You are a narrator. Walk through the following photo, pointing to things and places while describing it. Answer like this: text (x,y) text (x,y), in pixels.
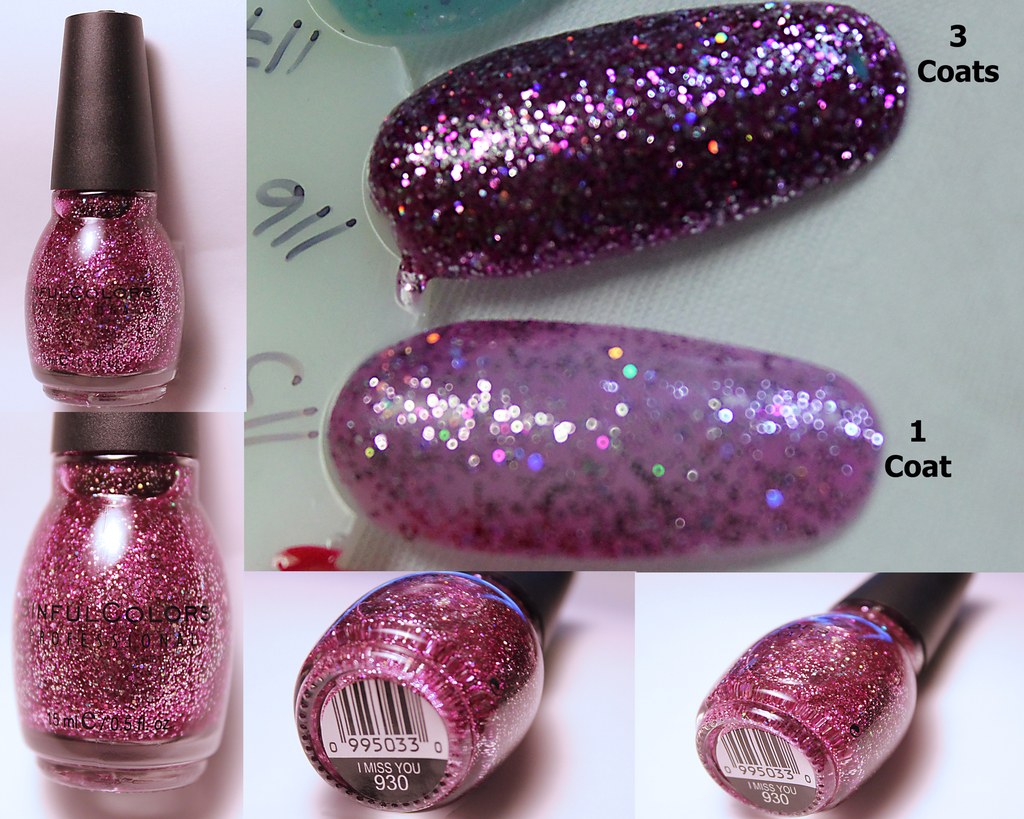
There is a collage image of different pictures. In these pictures, we can see nail polish bottles (790,724) and coating (712,468) on objects (740,98).
